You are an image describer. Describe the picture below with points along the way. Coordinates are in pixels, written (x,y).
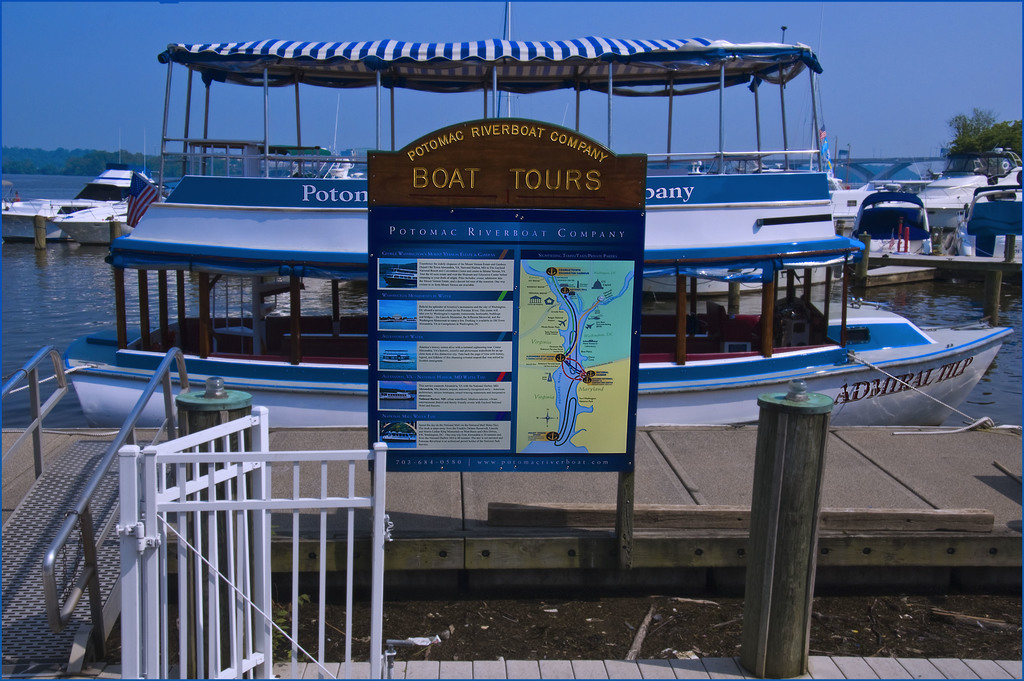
In the image we can see there are many boats (155,224) in the water (74,298), this is a fence (298,546), poster (535,297), tree (981,140) and a sky (890,36). This is a pole (794,410).
